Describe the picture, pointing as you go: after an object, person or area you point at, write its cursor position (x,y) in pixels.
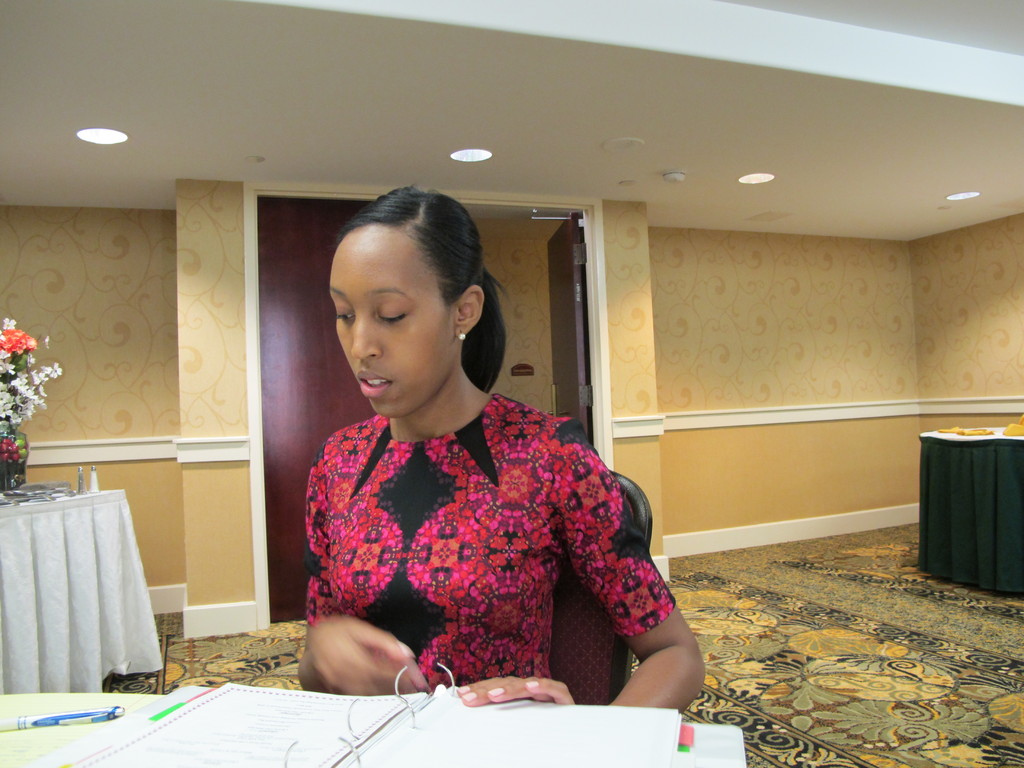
In this image we can see a woman (510,540) sitting on the chair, there are some tables (2,506), on the tables (8,518), we can see a flower vase (7,450), book (507,755), pen (69,725) and some other objects (51,739), also we can see the doors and the wall (793,428). at the top (104,132) we can see some lights (116,137).
